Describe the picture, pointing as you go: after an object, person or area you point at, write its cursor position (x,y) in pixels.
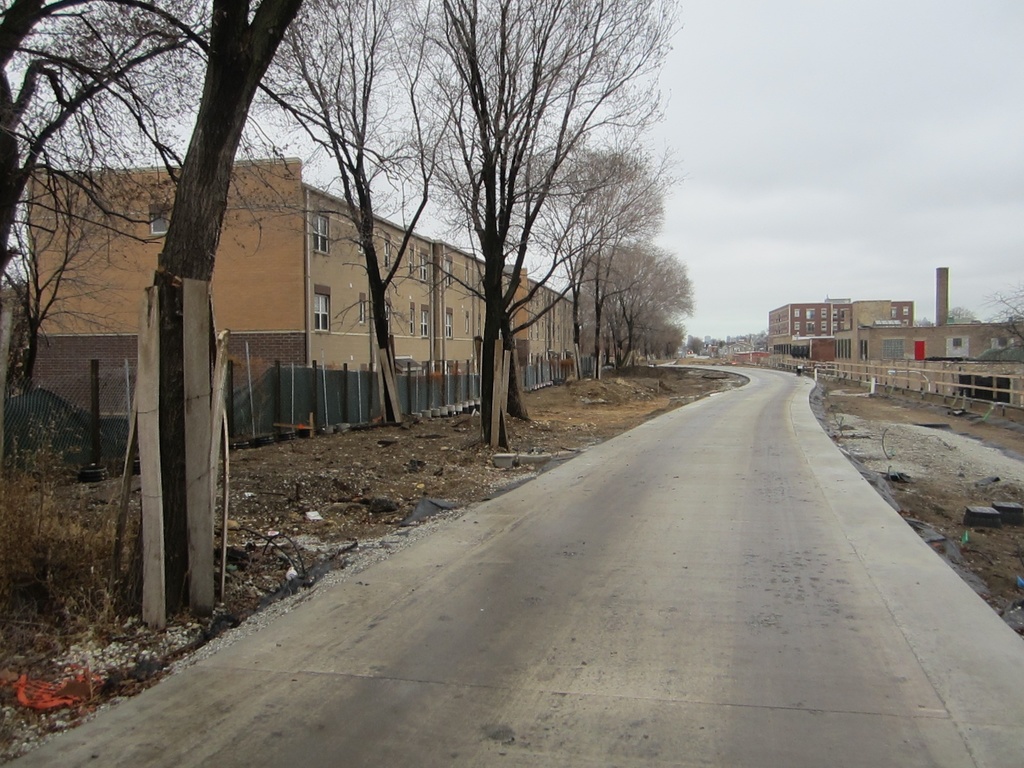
In the center of the image (678,467) there is a road (785,447). On the right side of the image (901,346) there are buildings (851,341), fencing (921,367), tree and pole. On the left side of the image (139,200) there are trees (30,349), fencing (245,400) and buildings (355,306). In the background (688,167) there is a sky (708,174).
